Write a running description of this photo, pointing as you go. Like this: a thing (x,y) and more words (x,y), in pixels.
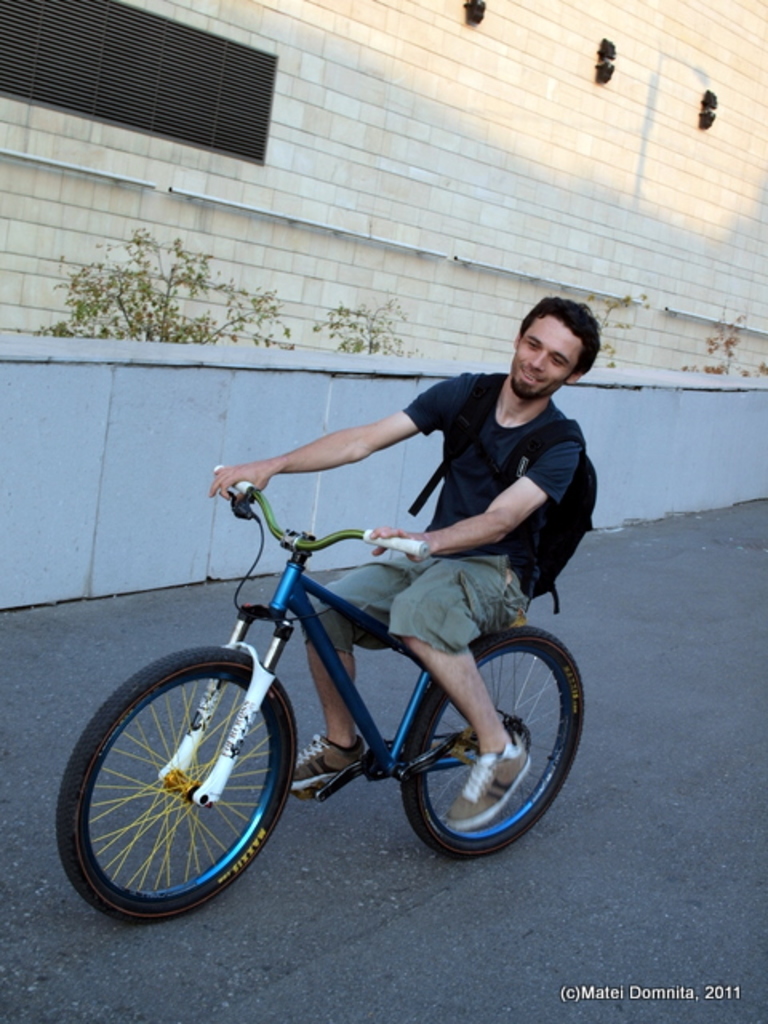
In the picture we can find a man (491,724) riding a bicycle (267,722) he is wearing a black bag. And the cycle (505,717) is blue in colour. In the background (124,405) we can find a wall (663,215), some plants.
